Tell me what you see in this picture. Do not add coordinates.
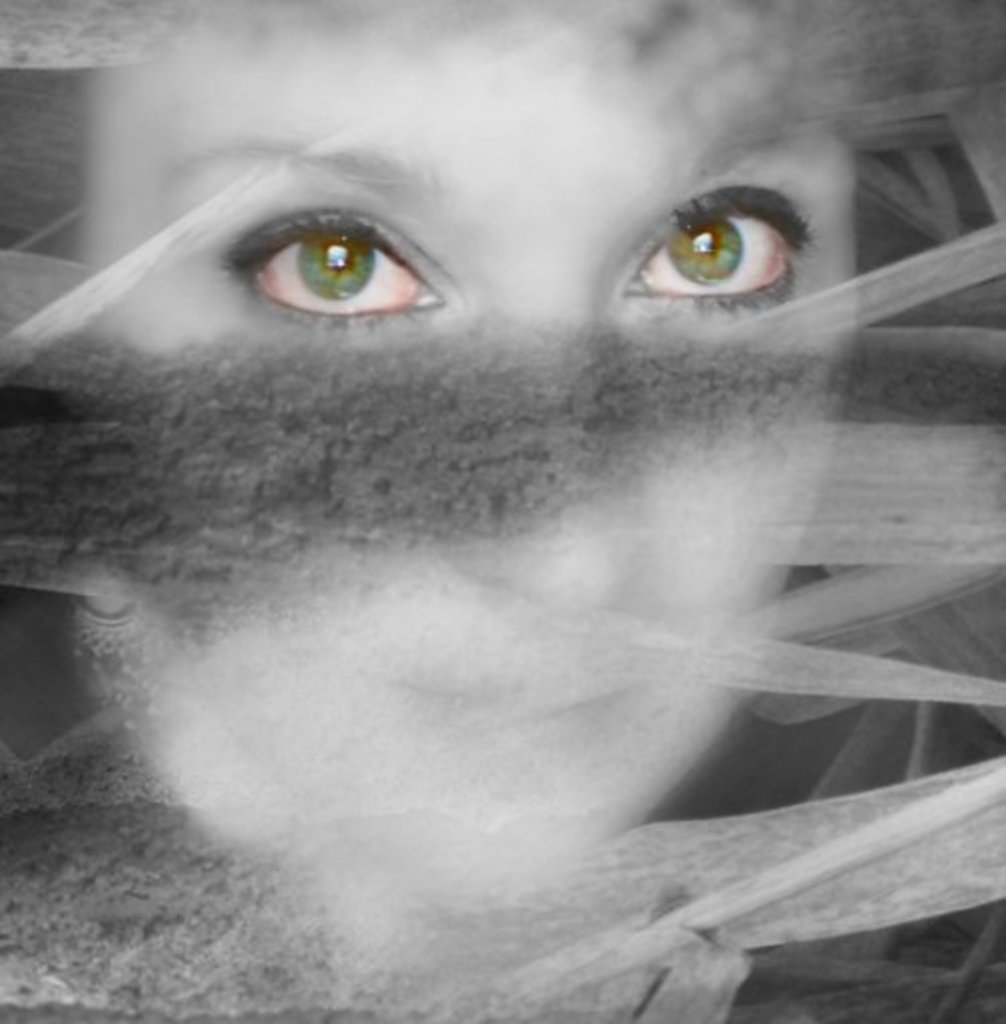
In this image we can see the human eyes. And the given image is not clear.
